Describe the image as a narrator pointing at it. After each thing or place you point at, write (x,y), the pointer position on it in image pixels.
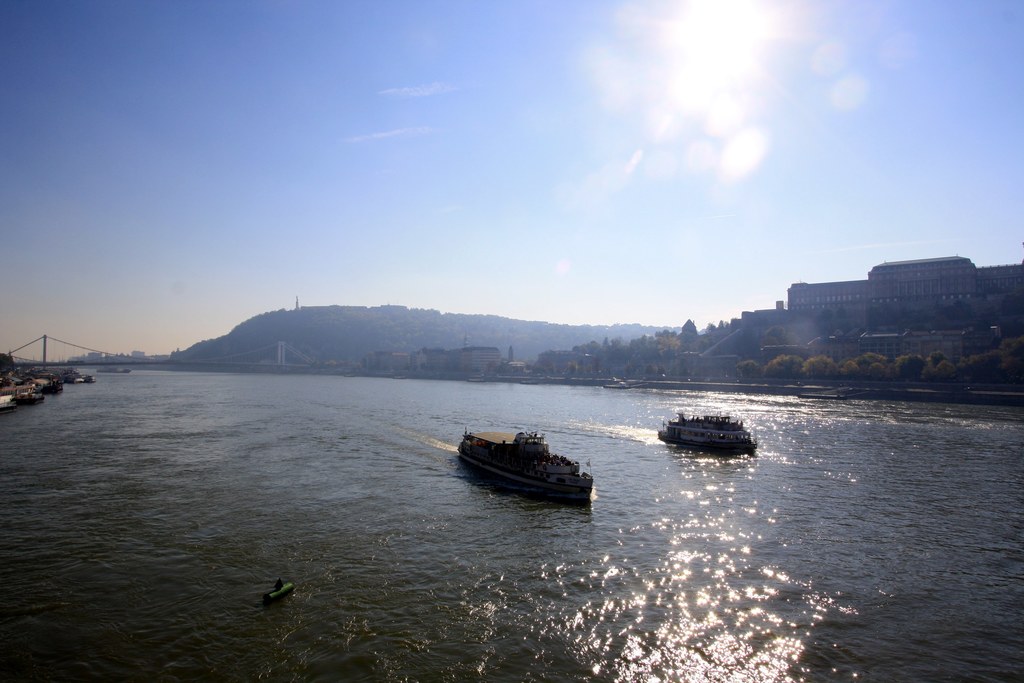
In this picture we can see there are ships (475,456) on the water (514,534). Behind the ships (546,464), there are trees (642,359), buildings (765,323), a hill (313,330) and the sky (495,284). On the left side of the image (56,365), there is a bridge (56,365).
